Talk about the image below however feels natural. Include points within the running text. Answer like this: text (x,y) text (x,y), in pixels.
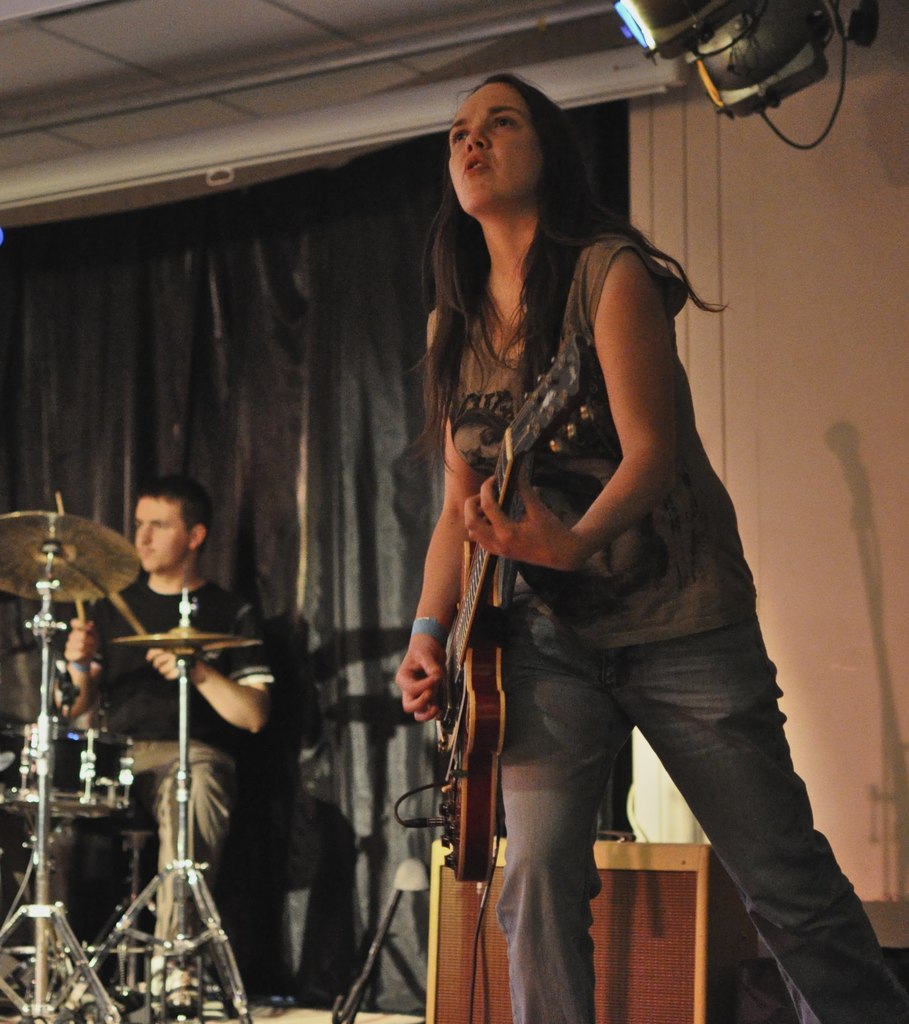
This image is clicked in a musical concert. There are two persons (446,545) in this image. One is woman (626,440) and on the left side (216,687) there is a man (209,761) sitting. He is playing drums (115,771), woman (501,907) is playing guitar (488,681). There are lights (766,95) on the top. Behind them there is a curtain (389,426) and in the bottom (662,903) there is a speaker (494,923).
